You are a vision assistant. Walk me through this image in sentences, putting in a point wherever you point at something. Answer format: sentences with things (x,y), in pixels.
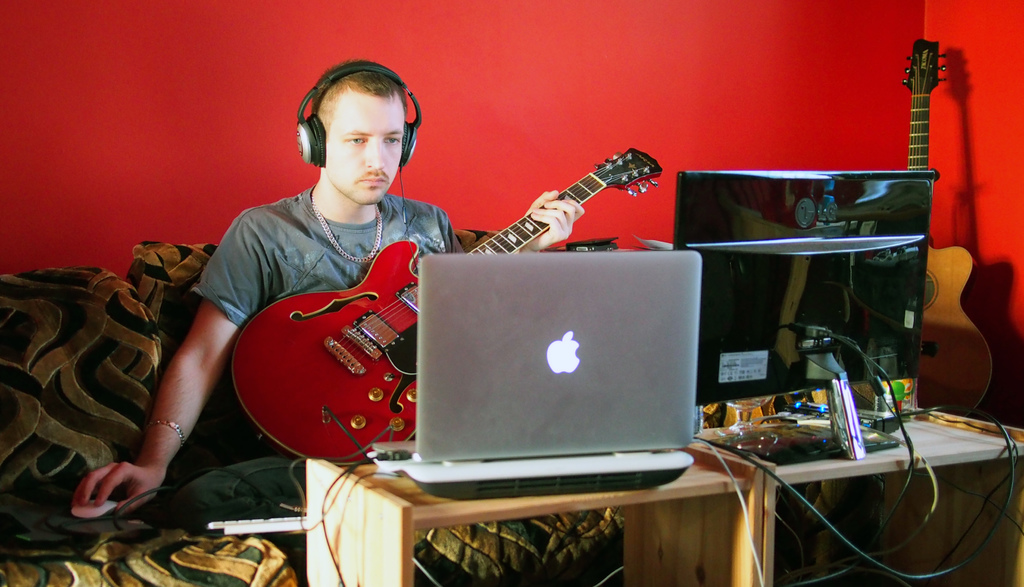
This is the picture in a room (251,416), the man (239,257) is sitting on a sofa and the man (137,466) is holding a guitar (294,380) in one hand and on the other hand (118,486) he is holding a mouse (96,509). In front of the man (105,489) there is a table (423,499) on the table (428,525) there are laptop (546,417), monitor (804,348), cables (720,445) and some items (752,420). Behind the man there is a red wall (614,88) and other guitar (927,311).
